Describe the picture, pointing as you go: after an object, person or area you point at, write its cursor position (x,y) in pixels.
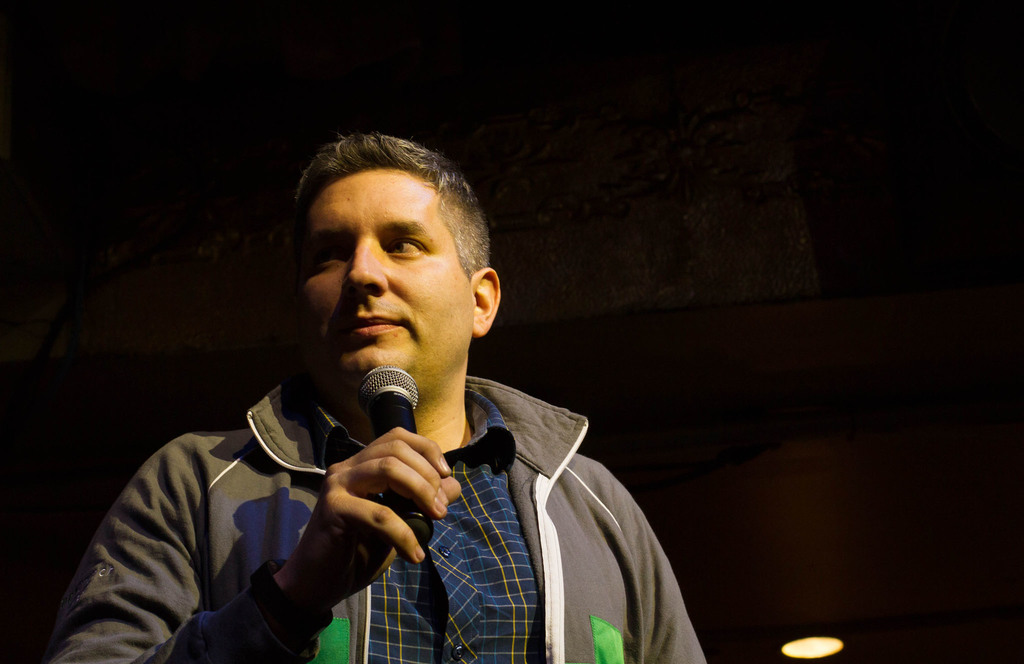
In the foreground (408,483) a person (656,622) is standing and holding a mike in his hand (443,466). The background (854,569) is dark in color. At the bottom (790,652) light (839,647) is visible. This image is taken during night time.
